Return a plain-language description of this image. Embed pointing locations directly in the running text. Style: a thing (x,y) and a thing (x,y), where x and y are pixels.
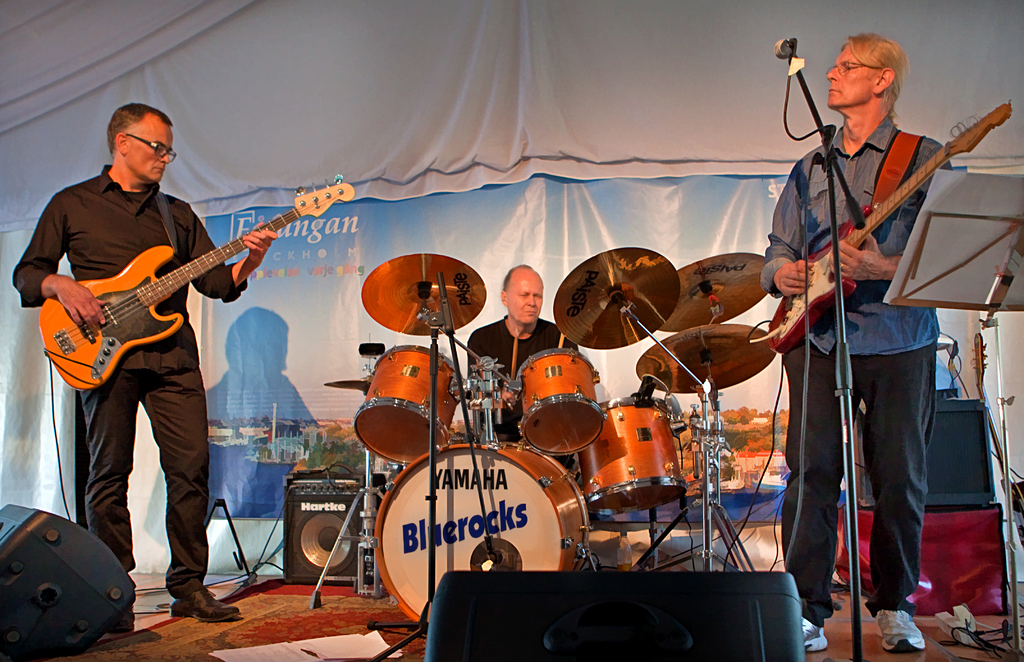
As we can see in the image there is a cloth (479,105), banner (484,191), three people (770,269) over here and the man (141,351) on the left (141,324) and right side (927,386) are holding guitars (145,293) in their hands (793,287) and the man (505,318) is playing musical drums (483,464).
